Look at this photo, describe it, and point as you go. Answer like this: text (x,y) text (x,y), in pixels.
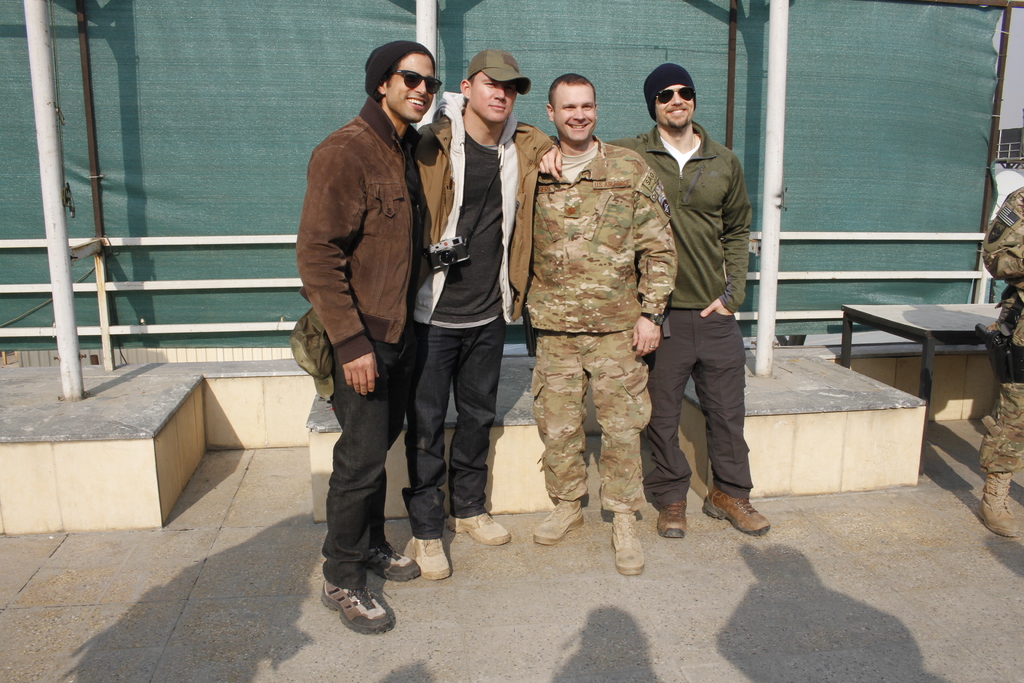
In this image we can see a few people (521,234), behind them there is a sheet (718,92) tied to the poles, there is a table (912,314), also we can see the shadows (151,665) of few people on the ground (536,593).
